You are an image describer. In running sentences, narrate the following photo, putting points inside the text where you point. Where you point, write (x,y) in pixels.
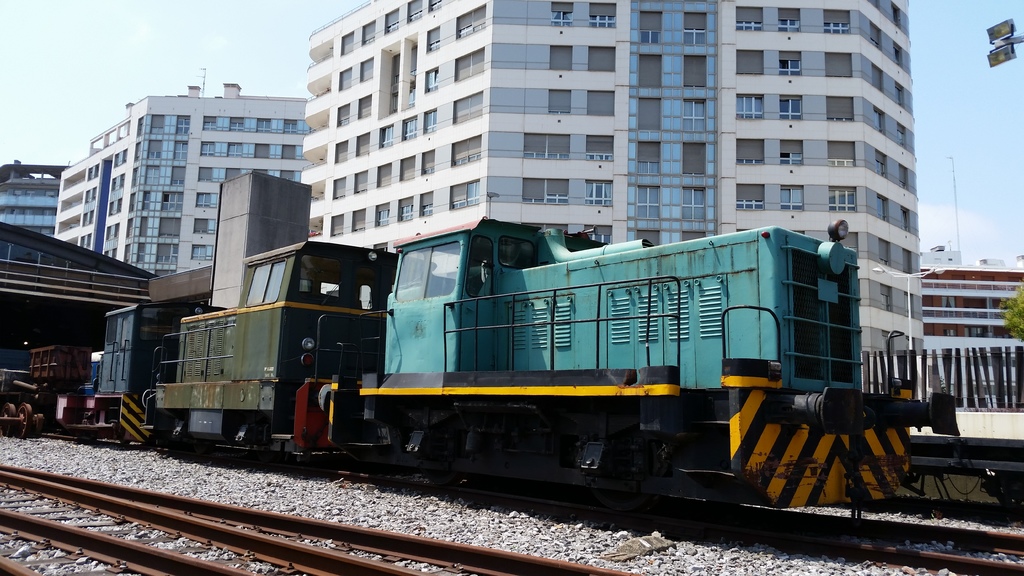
In the image there is a train (587,393) on the railway track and behind the train (470,362) there are tall buildings (632,164), there are a lot of windows (174,173) to those buildings (813,90).
